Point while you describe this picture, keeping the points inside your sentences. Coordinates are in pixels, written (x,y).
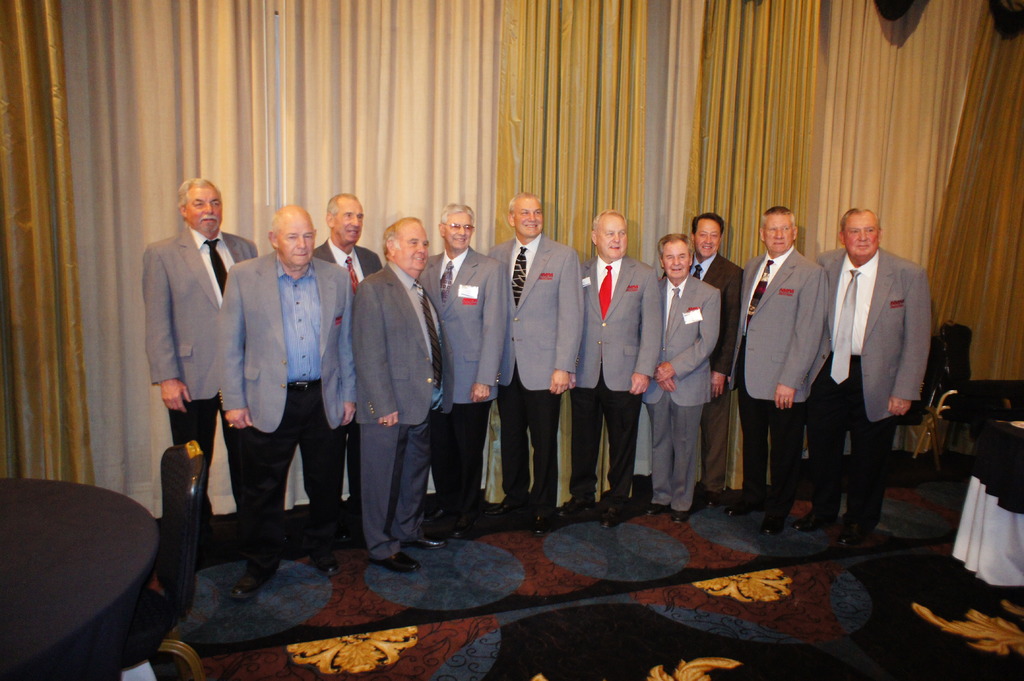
In this picture we can see a group of people (466,470), tables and chairs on the ground (626,625) and in the background (966,7) we can see curtains (963,23).
